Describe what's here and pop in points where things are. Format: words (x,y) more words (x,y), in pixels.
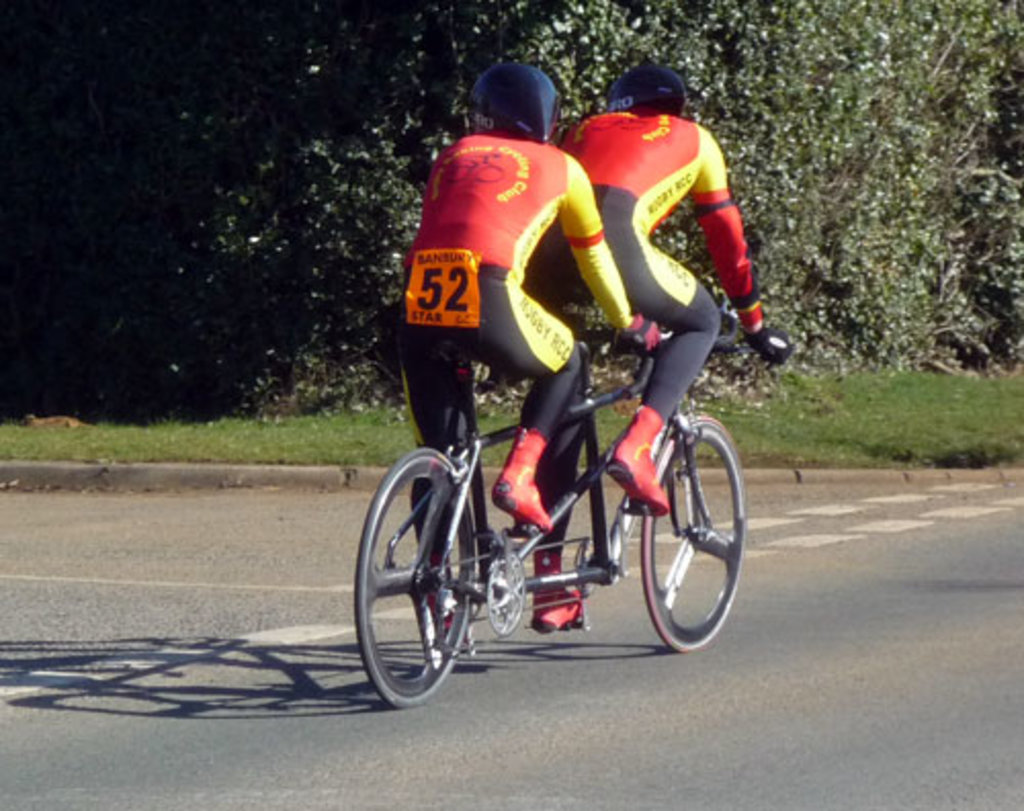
In this image there are two persons (491,237) riding a tandem bicycle (575,542) on the road surface (488,510), in the background of the image (287,260) there are trees (269,252).
